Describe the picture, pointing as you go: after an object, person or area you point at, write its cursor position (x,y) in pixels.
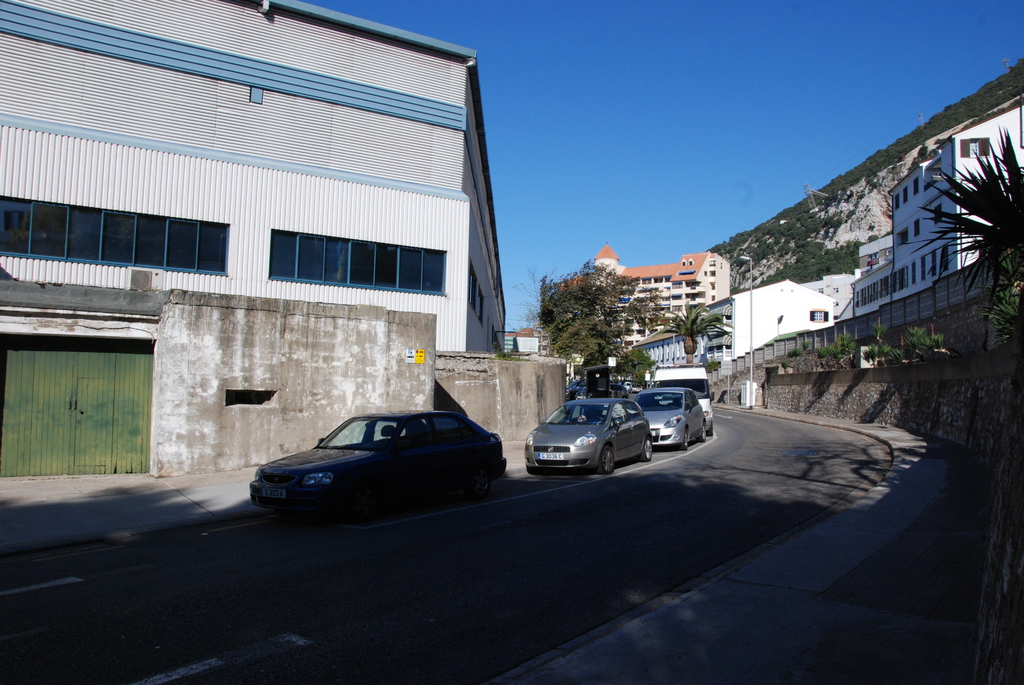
The picture is taken outside the city. In the foreground of the picture (576,448) there are cars (405,481), road (322,569), pavement (119,512) and plant (1005,277). In the center of the picture (482,274) there are buildings (787,310), trees (611,308), street light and hill (866,195). Sky (675,133) is sunny.
